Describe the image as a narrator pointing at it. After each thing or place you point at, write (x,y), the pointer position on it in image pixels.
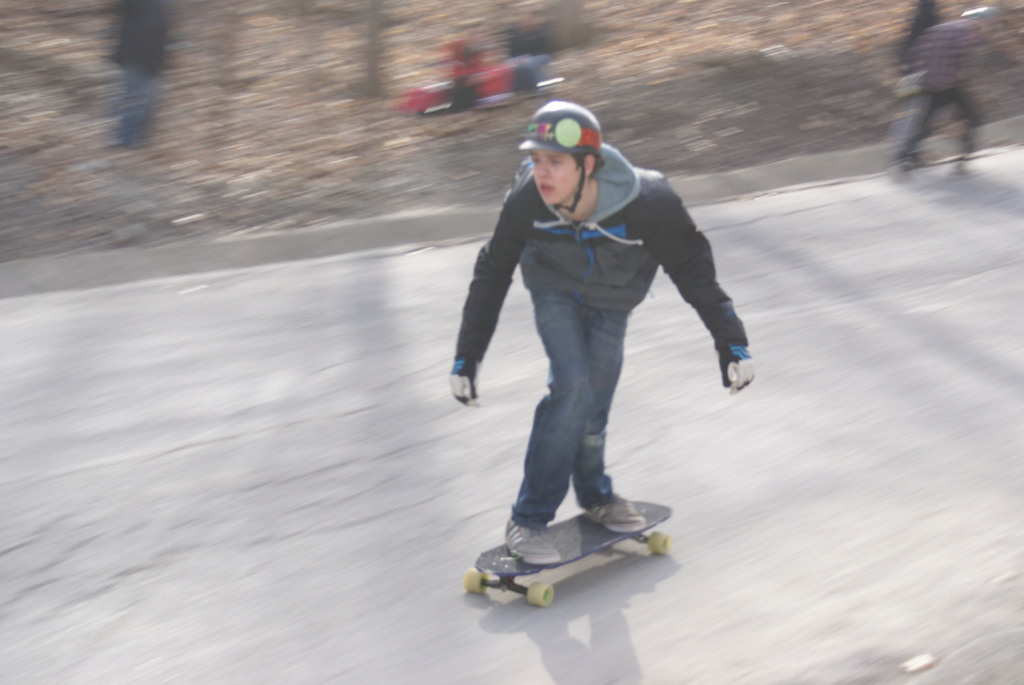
In this image there is a person (601,297) on the skateboard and he is wearing the helmet (554,136). At the bottom of the image (732,573) there is a road (826,573). In the background of the image (539,78) there are people (902,152) and there is some object (498,68).
